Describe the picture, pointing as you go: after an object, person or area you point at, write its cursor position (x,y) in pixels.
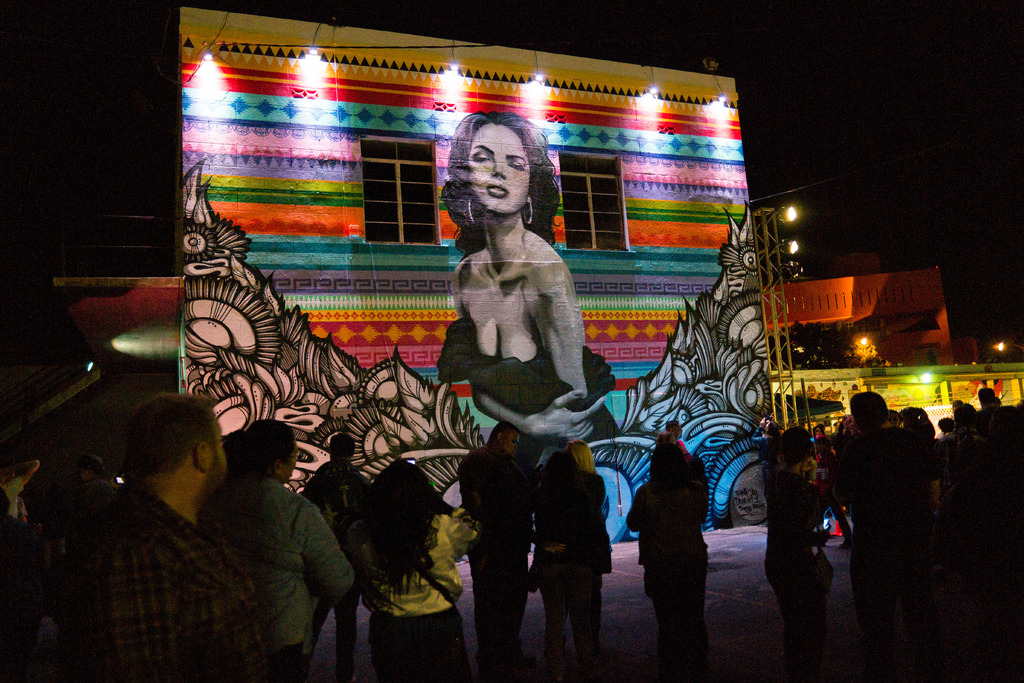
In this picture we can see a group of people (474,566) standing on the ground (600,659). In front of the people (398,532), there is a painting (480,324) of a woman (495,381) and some designs (335,220) on the wall (498,351) and to the wall (450,214) there are windows (575,212) and lights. On the right side of the wall (676,108), there is a truss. On the left side of the image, there is an object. On the right side of the image (894,294), there are lights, a building (877,294) and a tree (794,365). Behind the building (886,306), there is a dark background (905,157).
